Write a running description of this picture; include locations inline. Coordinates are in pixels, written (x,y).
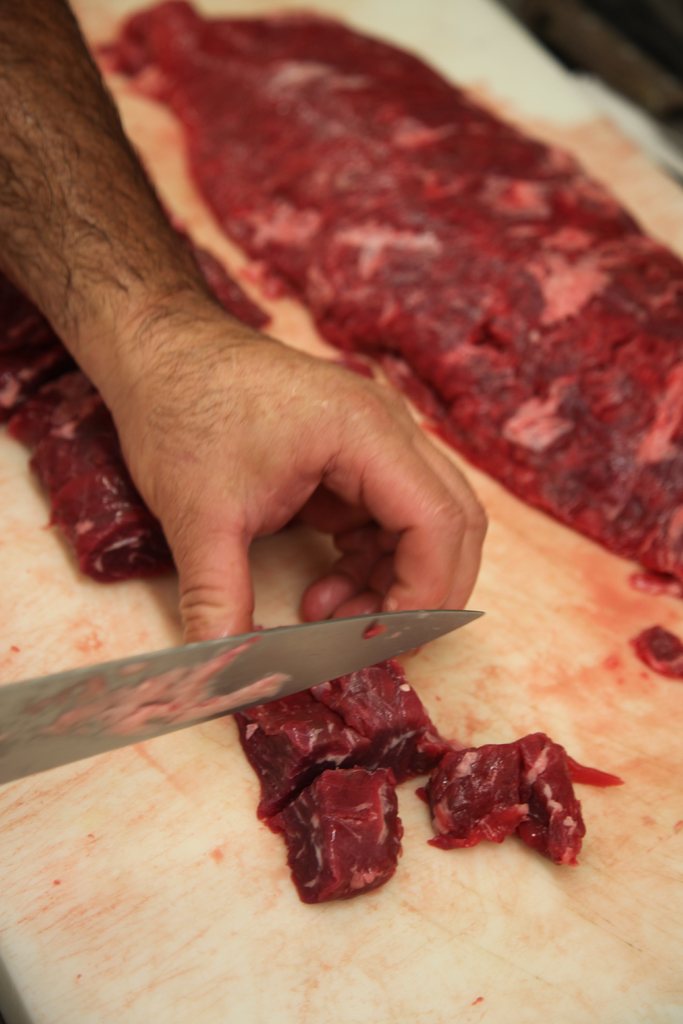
In this image there is one person's hand (182,258) is visible and the person (170,325) is holding a knife (111,687) and cutting meat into pieces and there is a knife (144,667), at the bottom (132,823) there is a board (134,746).
